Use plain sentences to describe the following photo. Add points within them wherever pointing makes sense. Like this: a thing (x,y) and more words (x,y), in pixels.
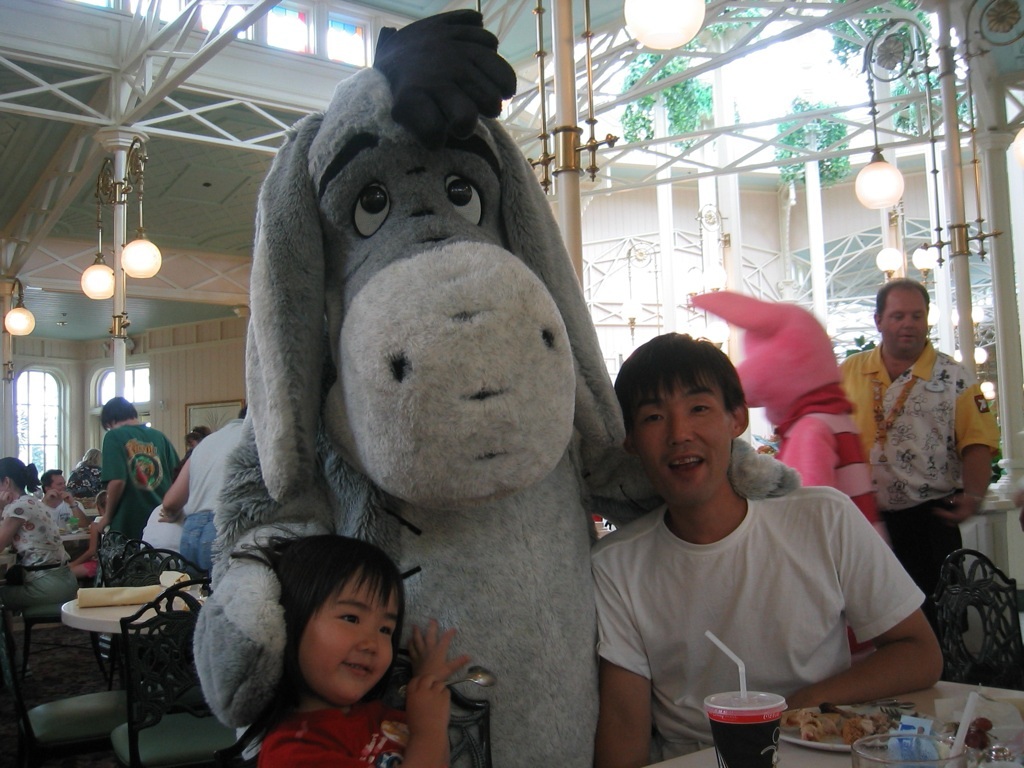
In this picture there are people (605,761) and we can see mascots (580,717) and chairs (52,705). We can see plate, food (816,726) and objects (910,736) on tables (805,767). We can see lights (696,10) and poles (1006,274). In the background of the image (27,422) we can see windows (38,404), railing (643,271), frame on the wall (23,344) and plants (797,107).
